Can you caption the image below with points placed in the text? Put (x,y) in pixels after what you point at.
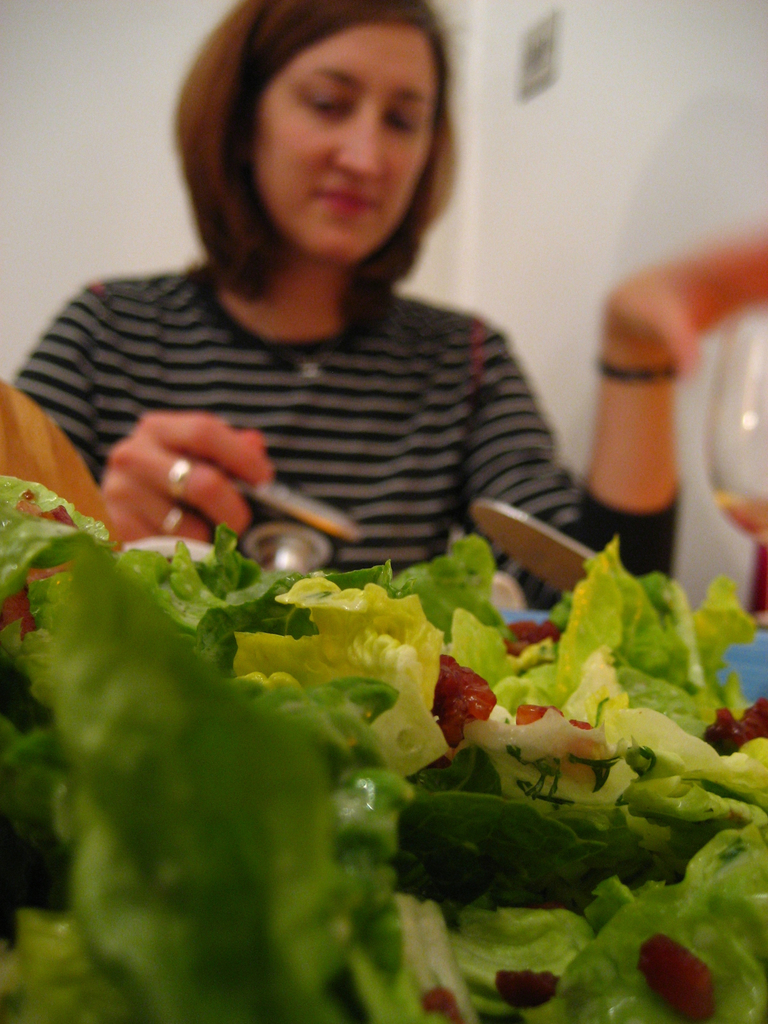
In this picture we can see leaves (648,709), glass (752,340), woman (180,298) and some objects (90,511) and in the background (159,183) we can see walls (617,88).
